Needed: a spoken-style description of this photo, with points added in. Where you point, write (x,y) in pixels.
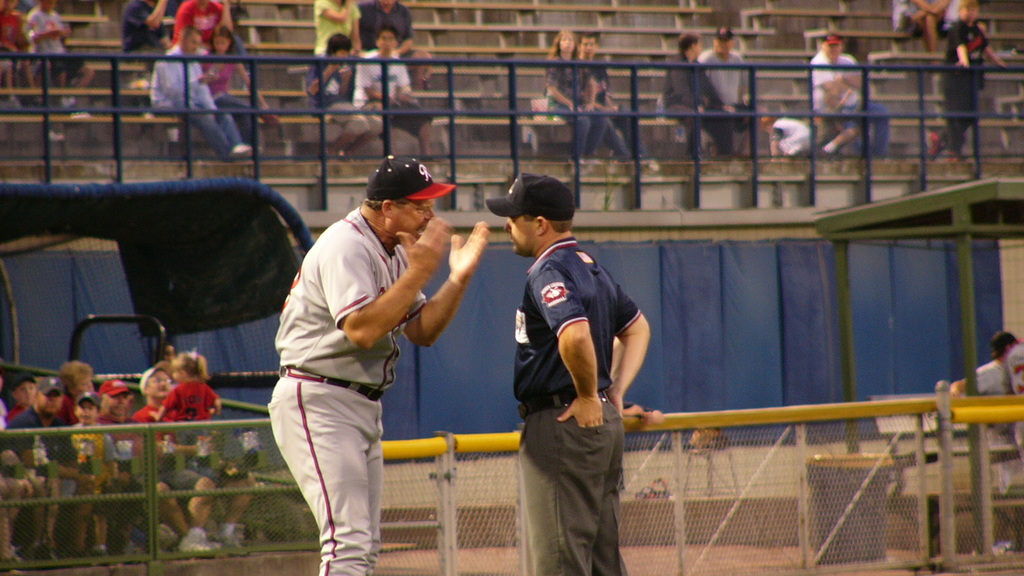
In the foreground (372,395), I can see a fence (505,503), two persons (572,470) are standing on the ground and a group of people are sitting. In the background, I can see metal rods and a crowd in a stadium (851,168). This image is taken, maybe in a day.
